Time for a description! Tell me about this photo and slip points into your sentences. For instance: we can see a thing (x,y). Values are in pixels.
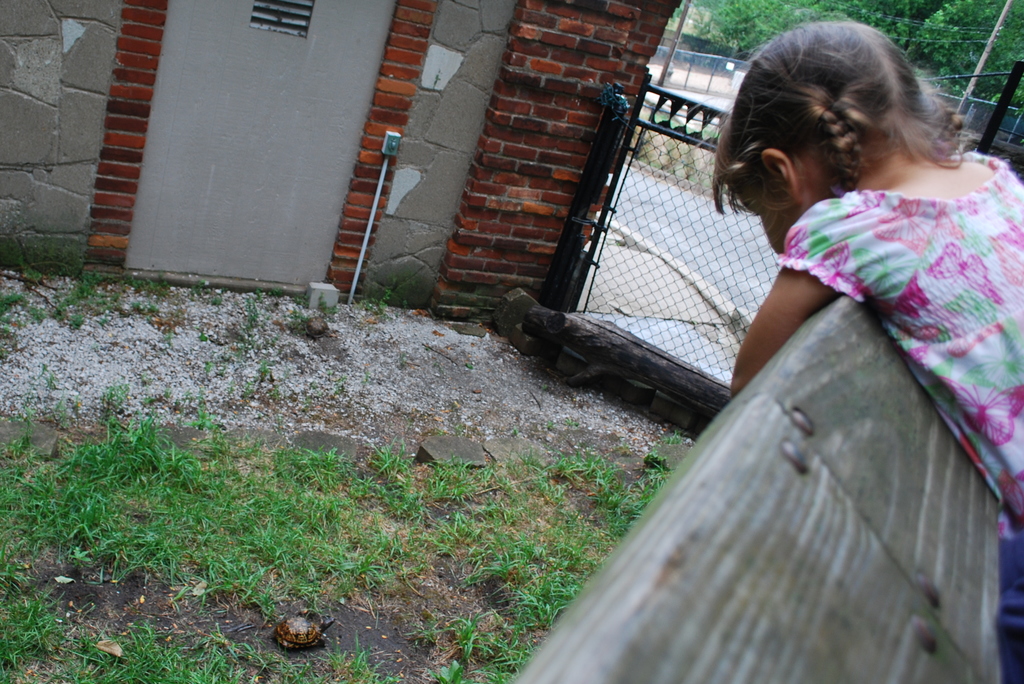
In the image there is a small girl (846,276) bending on a wooden surface (828,446) and under that there is few grass (246,472), in front of that there is a mesh (698,290) and beside the grass surface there is a wall (451,225).
